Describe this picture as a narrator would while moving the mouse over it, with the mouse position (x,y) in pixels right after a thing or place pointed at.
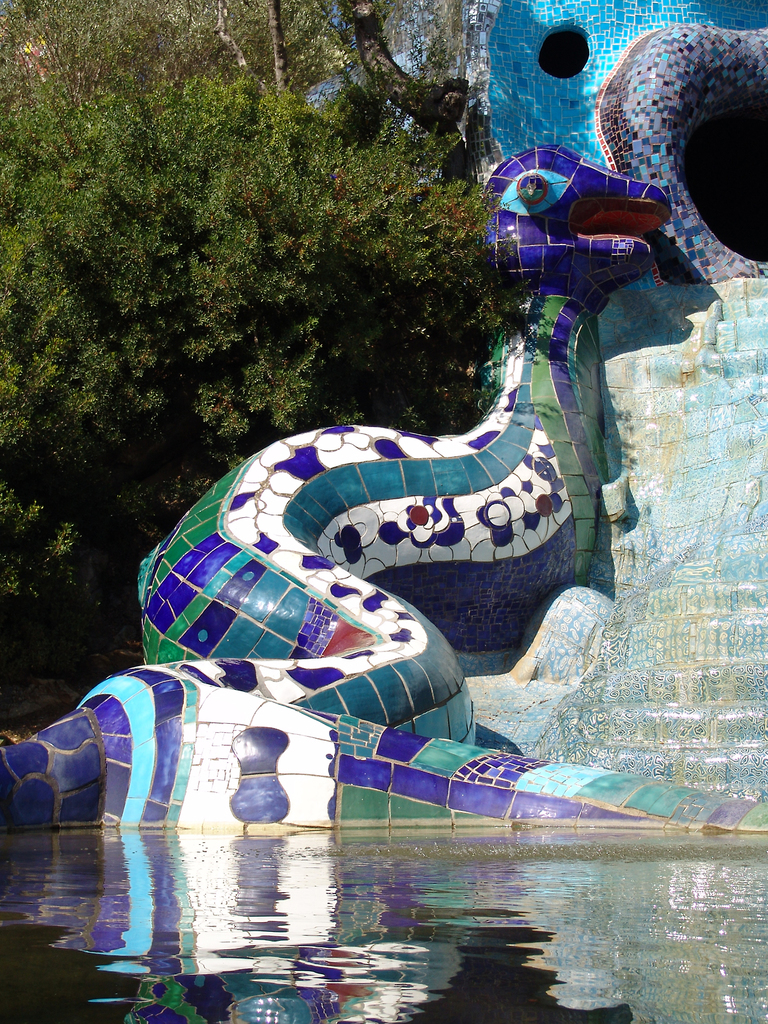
In this picture we can see the view of the amusement park (312,645). In the front (289,595) there is a snake sculpture (358,485) made of ceramic tile (477,464). Beside we can see some steps (676,417) and tree (197,225). In the front (145,948) bottom side there is a pool (233,939).
